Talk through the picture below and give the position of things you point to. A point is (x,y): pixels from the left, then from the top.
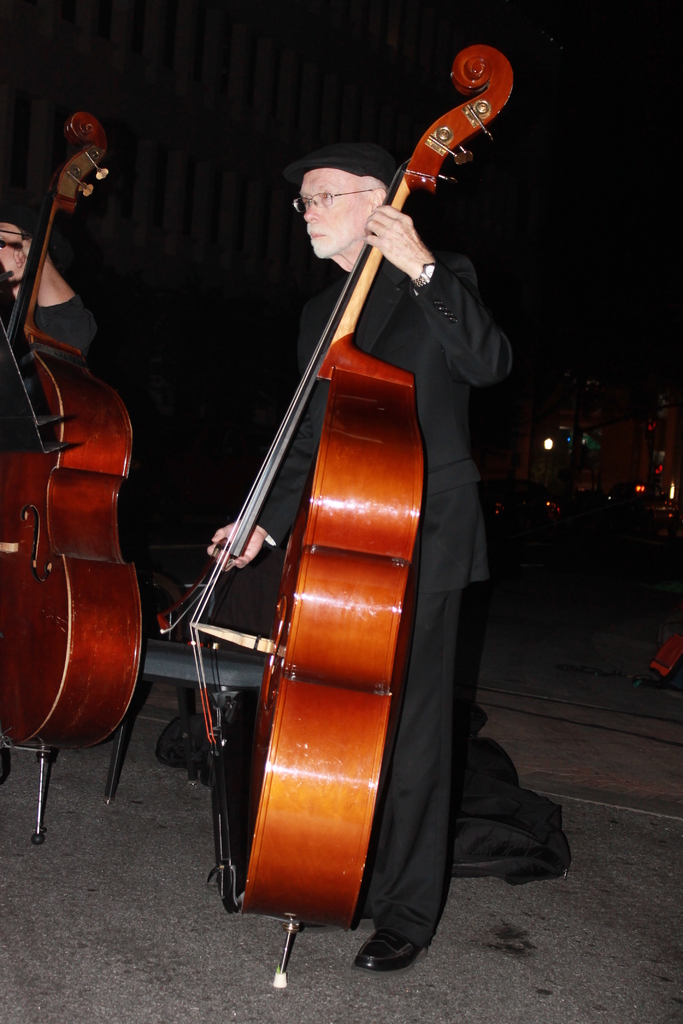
In the picture there is a person (434,664) wearing black dress (447,396) holding a double bass (327,480) with his hand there is also another person (53,318) who is holding another double bass (56,636) in the background (551,506) there are few lights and the road (561,652).
